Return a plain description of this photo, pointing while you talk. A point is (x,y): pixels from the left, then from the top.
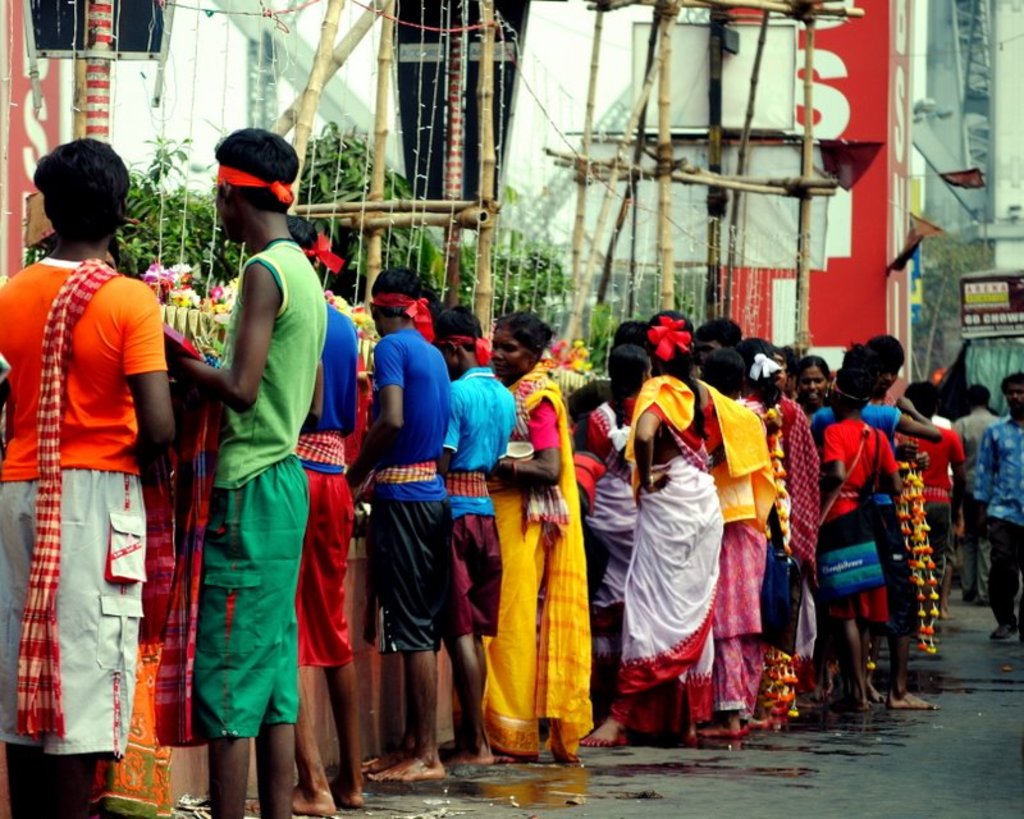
In the picture there are many people (796,454) standing in a queue (628,441), they are collecting something and there are a lot of lights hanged down and behind the lights (432,112) there are some banners (740,66) and wooden poles (828,188), in the background (345,178) there are plenty of trees (347,191).
